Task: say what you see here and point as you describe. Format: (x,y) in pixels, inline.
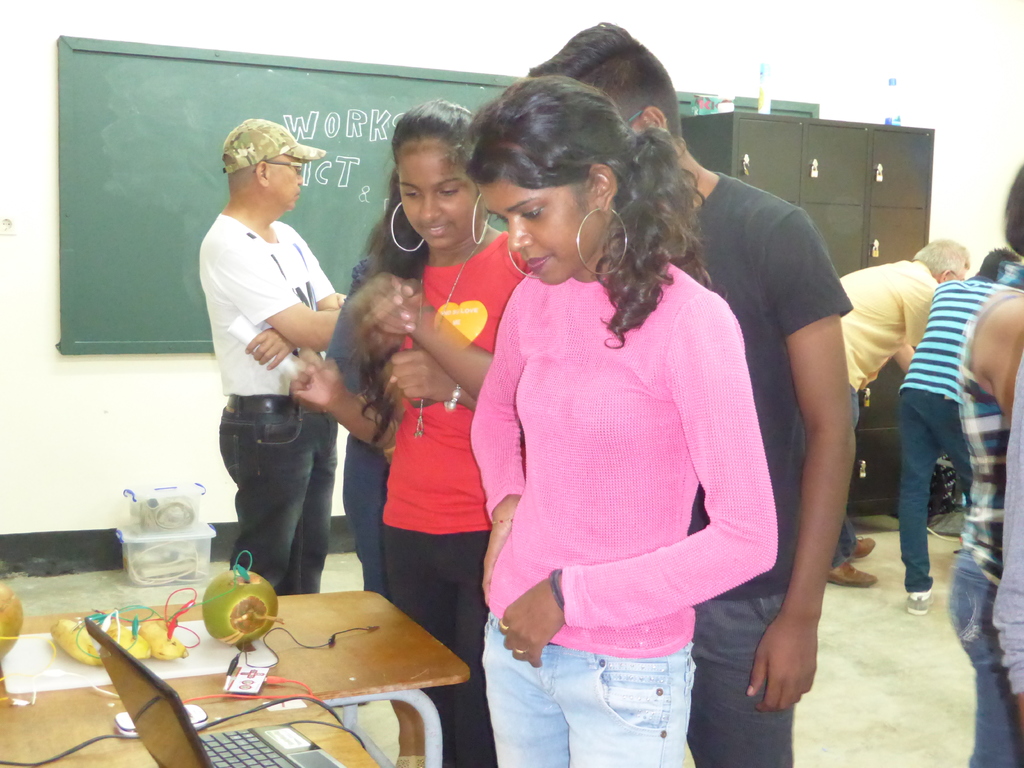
On the background (163,148) we can see a board (239,116) over a wall (331,35). These are lockers (865,181) and there are two bottles (895,92) on the locker (896,136). We can see persons (922,497) standing on the floor (883,609) and on the table (220,707) we can see coconut (217,617) and bananas (83,662), laptop (171,764). There are two boxes (172,518) on the floor (151,587).
